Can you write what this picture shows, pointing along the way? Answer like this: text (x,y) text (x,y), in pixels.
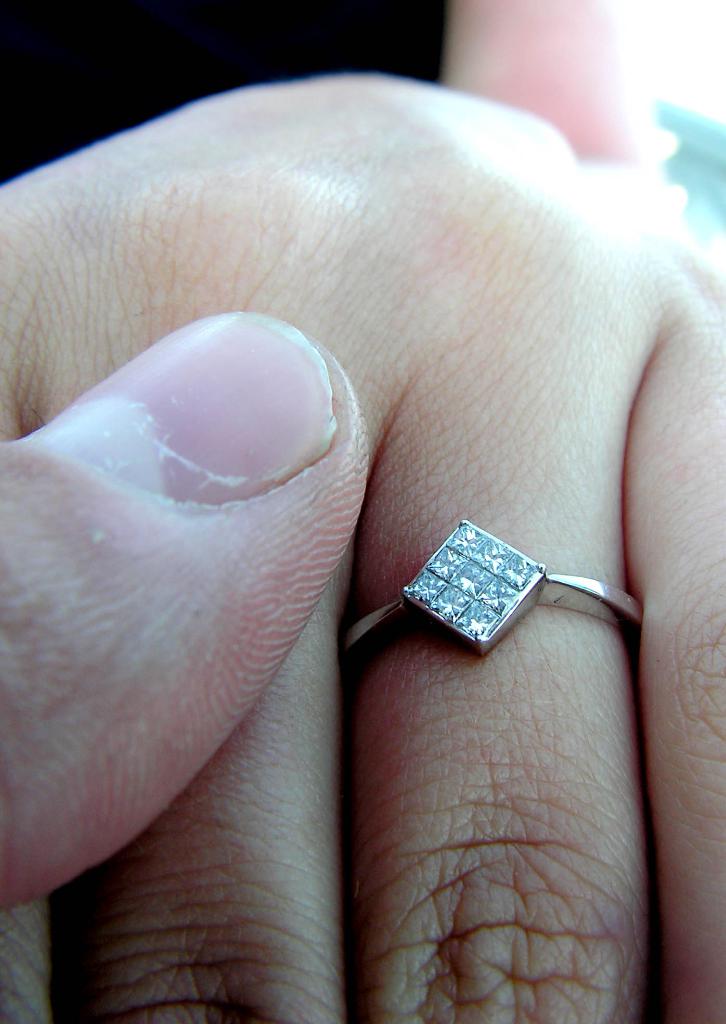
In this image, I can see a person's finger (360,596) with a ring (627,605). This ring (490,608) has diamond stones (471,587) and it is silver in color.
